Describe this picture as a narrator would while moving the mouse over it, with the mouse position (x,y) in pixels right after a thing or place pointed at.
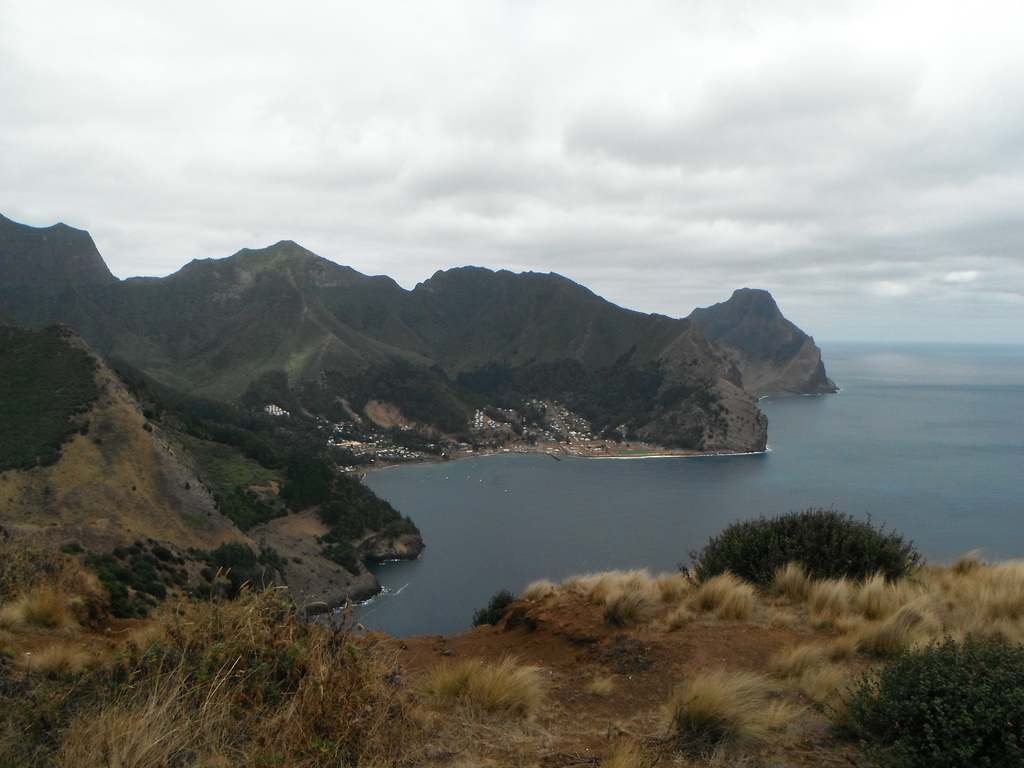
These are the mountains (297,382). This looks like a dried grass (512,704). I can see the bushes (799,542). This looks like a sea (809,463) with the water (659,492) flowing.
